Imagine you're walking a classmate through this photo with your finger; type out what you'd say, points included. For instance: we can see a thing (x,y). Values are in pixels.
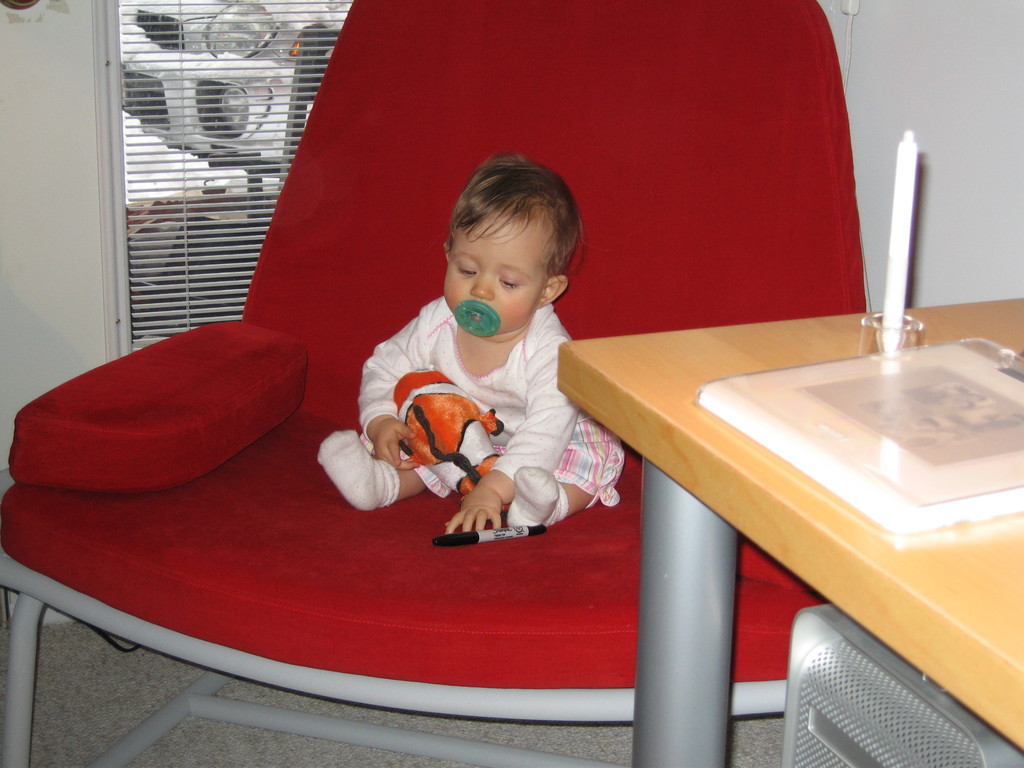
There is a kid (476,348) with pacifier (474,322) in his mouth (478,324) and a pen (486,539) near to his legs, sitting on the chair (196,352). On the right (735,508) there is a candle (912,192) on the table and a box (921,451) on it. In the background (68,131) there is a wall (61,127) and window (227,132), behind the window (209,81) there is a vehicle (222,73).
